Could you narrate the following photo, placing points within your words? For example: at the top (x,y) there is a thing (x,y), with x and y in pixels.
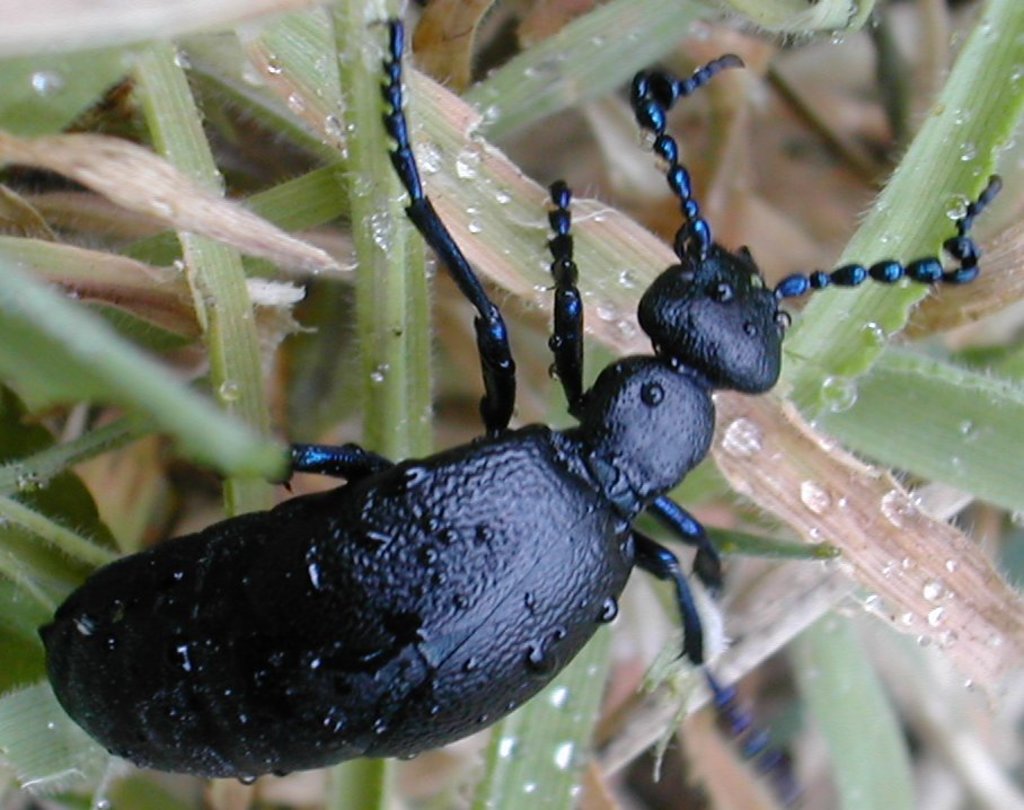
In this image we can see an insect (254,653) on the plants (598,264).
